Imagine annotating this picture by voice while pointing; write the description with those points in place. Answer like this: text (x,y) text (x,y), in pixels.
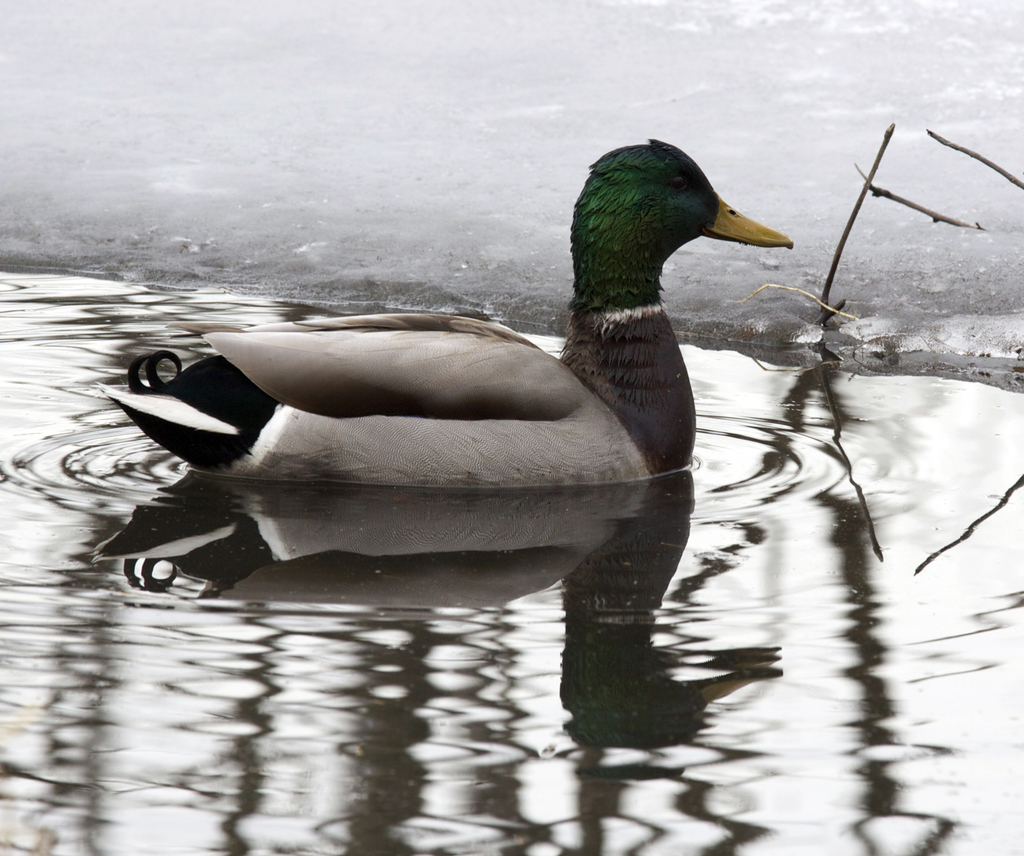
In the center of the image (522,370) duck (522,370) is there. At the bottom of the image (537,759) water (524,781) is there. At the top of the image (526,152) ground (471,160) is there.
